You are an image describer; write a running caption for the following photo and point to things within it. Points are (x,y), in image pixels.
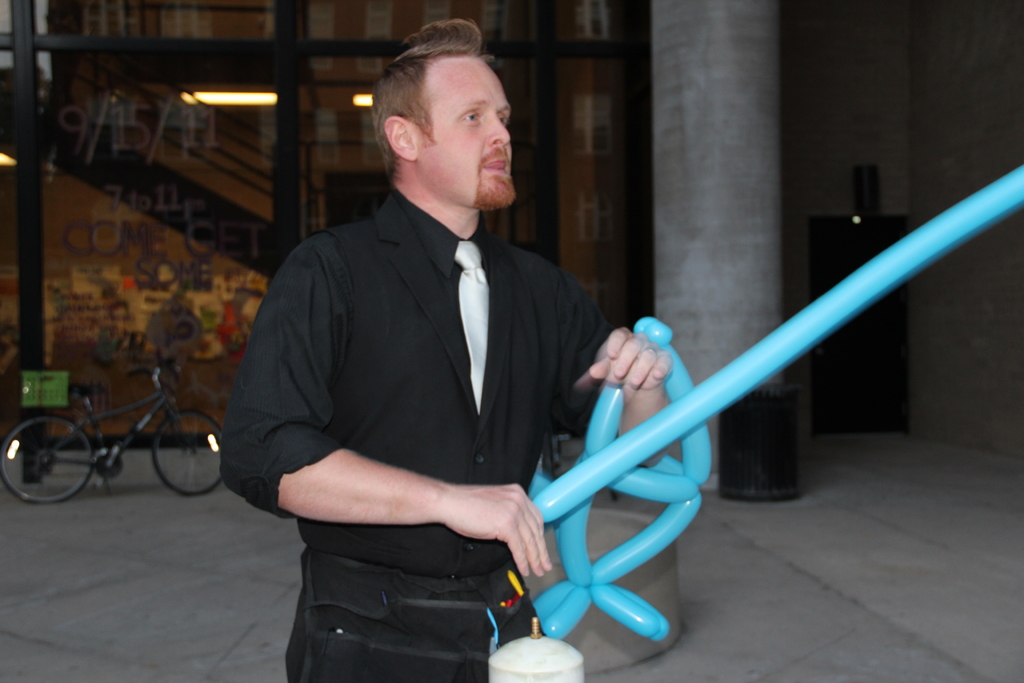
In this picture I can see a man (367,293) standing in front (268,356) and I see that he is wearing formal dress (286,349) and I can also see that he is holding blue color balloons (676,435). In the background (692,343) I can see the path (996,657) on which there is a cycle (12,457) and few black color things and I can also see a pillar (743,238) and I can see the lights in the building (182,52).
